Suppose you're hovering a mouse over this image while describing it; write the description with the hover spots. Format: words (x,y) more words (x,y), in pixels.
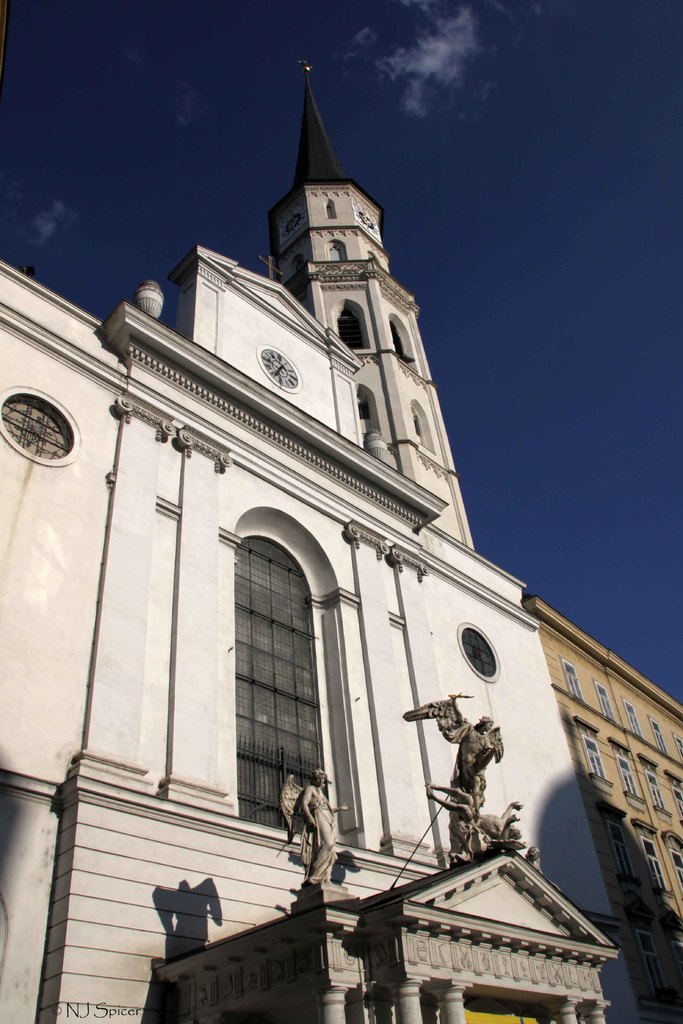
In this image we can see buildings (358,579) with windows (248,562). On the building (299,537) there is a clock (299,378). Also we can see statues (290,804) on the building (443,818). In the background (396,7) there is sky (202,107) with clouds (191,121). In the left bottom corner (98,1005) there is text (79,1005).
